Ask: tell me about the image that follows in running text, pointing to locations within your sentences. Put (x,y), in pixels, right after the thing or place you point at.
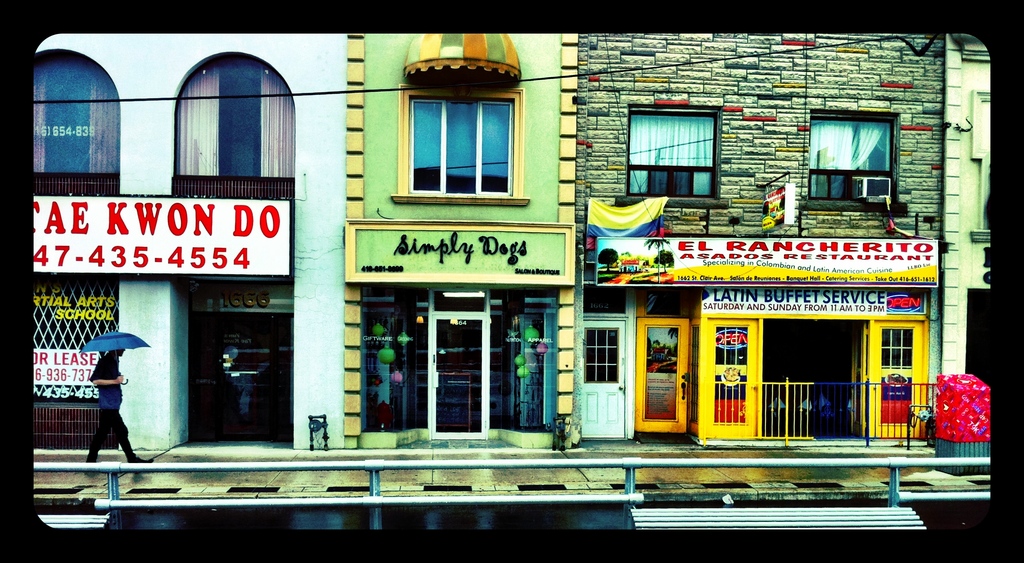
In this image in the center (447,369) there are some buildings (649,347) and stores (353,347) and there is one person (104,388) who is holding umbrella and walking on a footpath (533,482). At the bottom (938,492) there is railing (908,492) and also we could see some boards (68,258), on the boards (86,239) there is some text (52,373).
